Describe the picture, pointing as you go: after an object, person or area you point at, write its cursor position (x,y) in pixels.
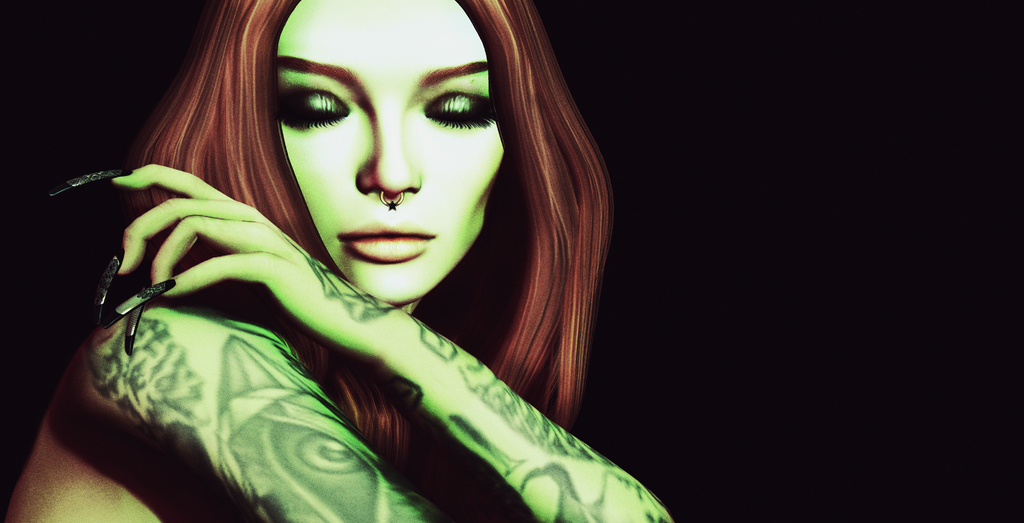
It is an editing picture. In the image in the center (454,320) we can see one woman (321,298).
